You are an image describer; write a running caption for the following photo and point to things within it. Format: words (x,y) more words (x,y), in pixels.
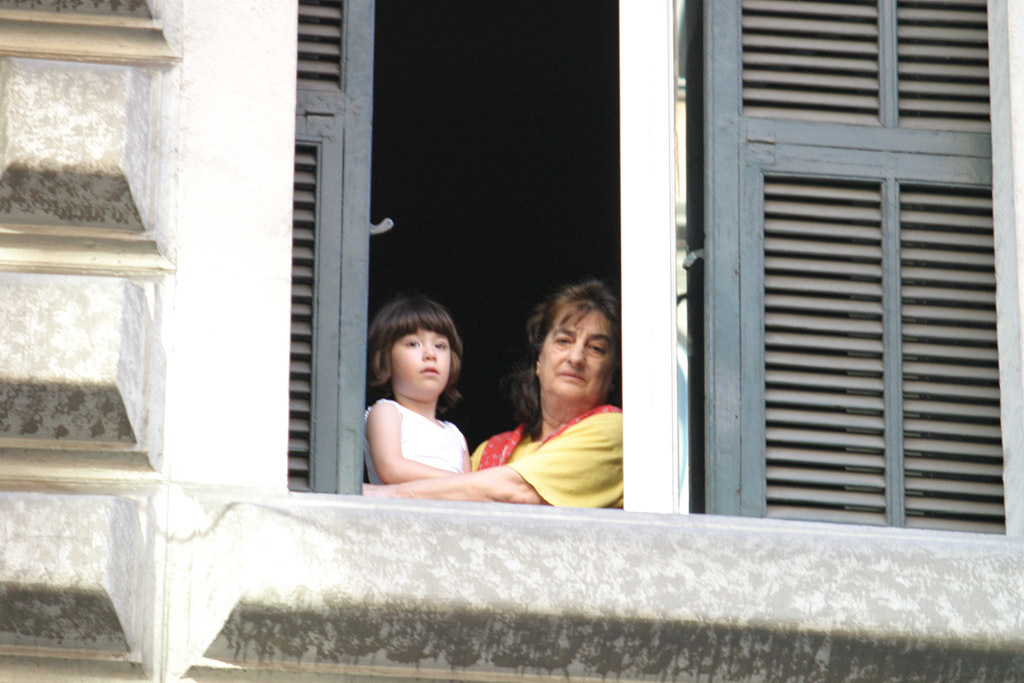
In this picture I can see there is a woman (534,405) wearing a yellow color dress (605,493) and there is a girl (436,429) standing here and there is a building (293,629). They are peeping from the window (719,493).
